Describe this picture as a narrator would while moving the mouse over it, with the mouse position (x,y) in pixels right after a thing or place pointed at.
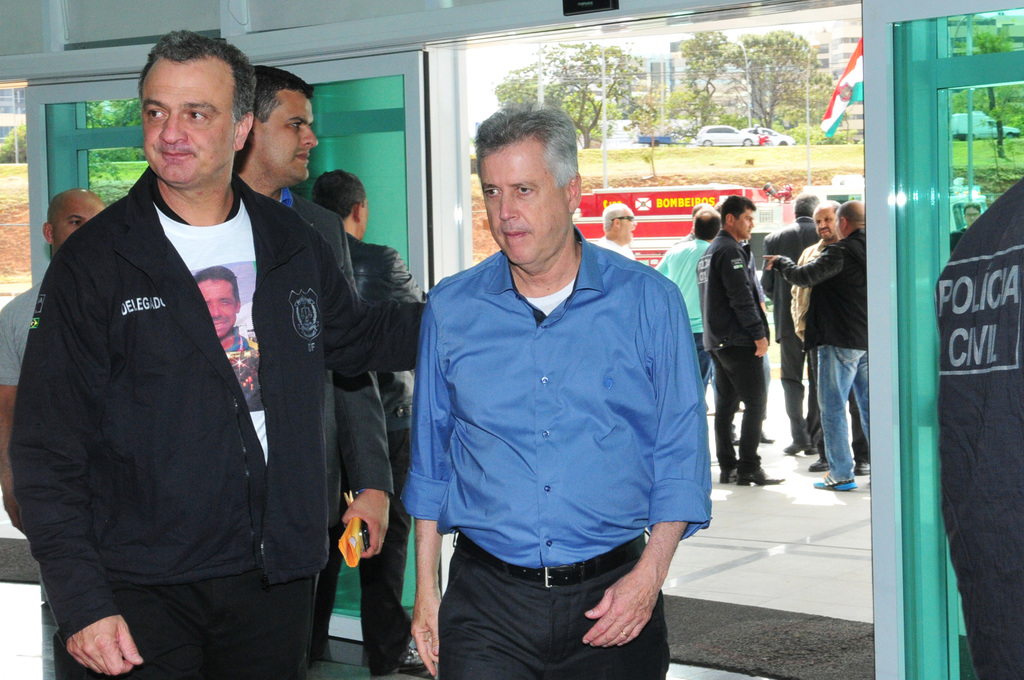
In this picture we can see doors (368,166), door mat (752,650) and a group of people (720,447) standing on the floor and a man (385,515) holding some objects (364,541) with his hand (357,515) and in the background (572,91) we can see vehicles (706,133), trees (816,118), grass (729,172), flag (830,118), poles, name board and buildings (843,37).
